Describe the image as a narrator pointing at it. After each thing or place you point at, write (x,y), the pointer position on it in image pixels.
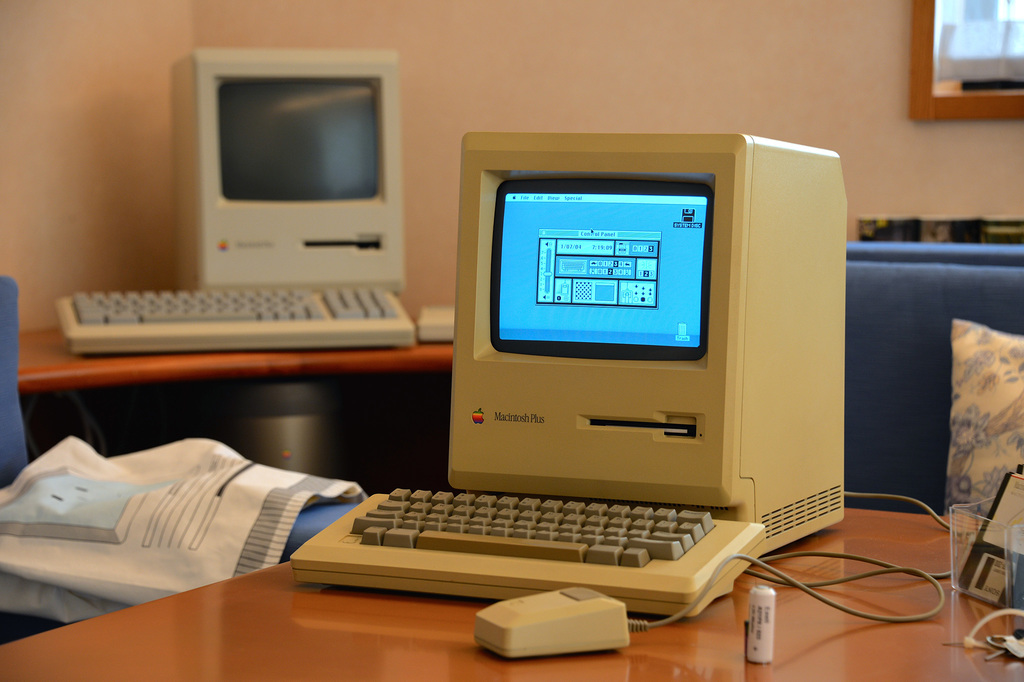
In front of the picture, we see a brown table (459,631) on which a keyboard (439,526), mouse (559,650), monitor (612,266), white color plastic boxes (982,591), cables (938,580) and a white color object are placed. Behind that, we see the chairs (941,338) in blue color. On the left side (216,456), we see a chair (7,455) on which a white color cloth (31,542) is placed. In the background (101,376), we see a brown table (231,374) on which a keyboard (285,313), mouse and a monitor (290,260) are placed. In the background (531,57), we see a wall (760,83) on which a frame (930,103) is placed.
